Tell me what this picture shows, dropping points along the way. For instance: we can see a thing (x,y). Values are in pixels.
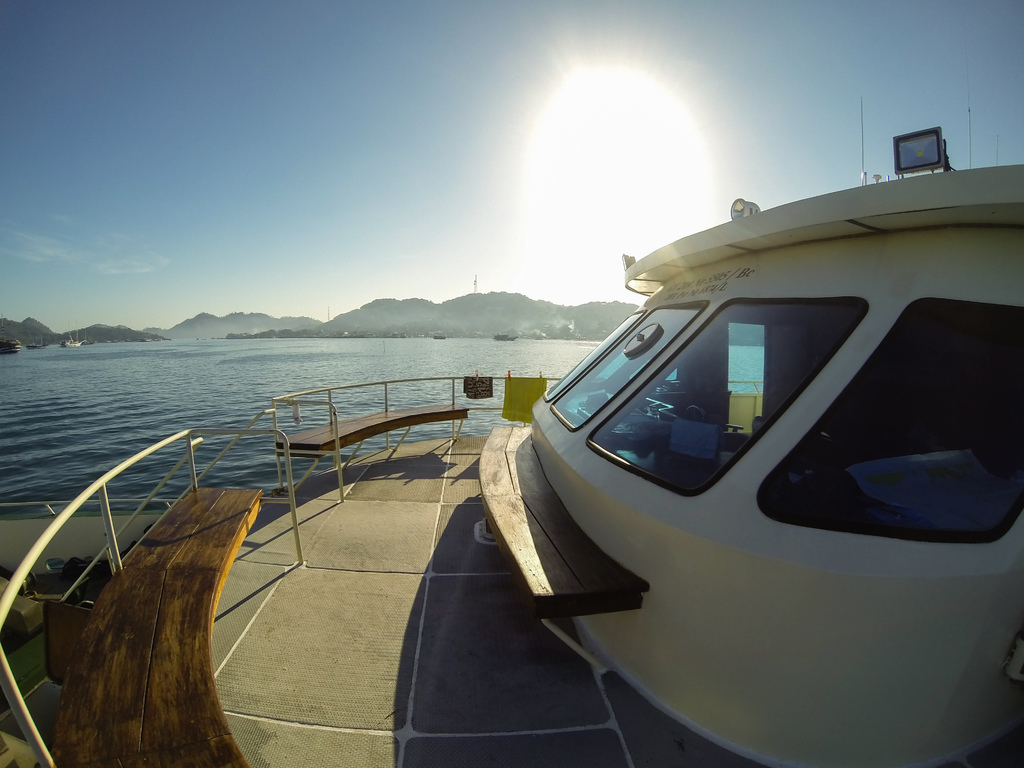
In this picture there is a boat (276,444) on the water (249,421). At the back (238,330) there are mountains (22,330) and there are boats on the water (172,401). At the top (84,60) there is sky (315,125) and there is a sun (630,112) and there are clouds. At the bottom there is a deck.
